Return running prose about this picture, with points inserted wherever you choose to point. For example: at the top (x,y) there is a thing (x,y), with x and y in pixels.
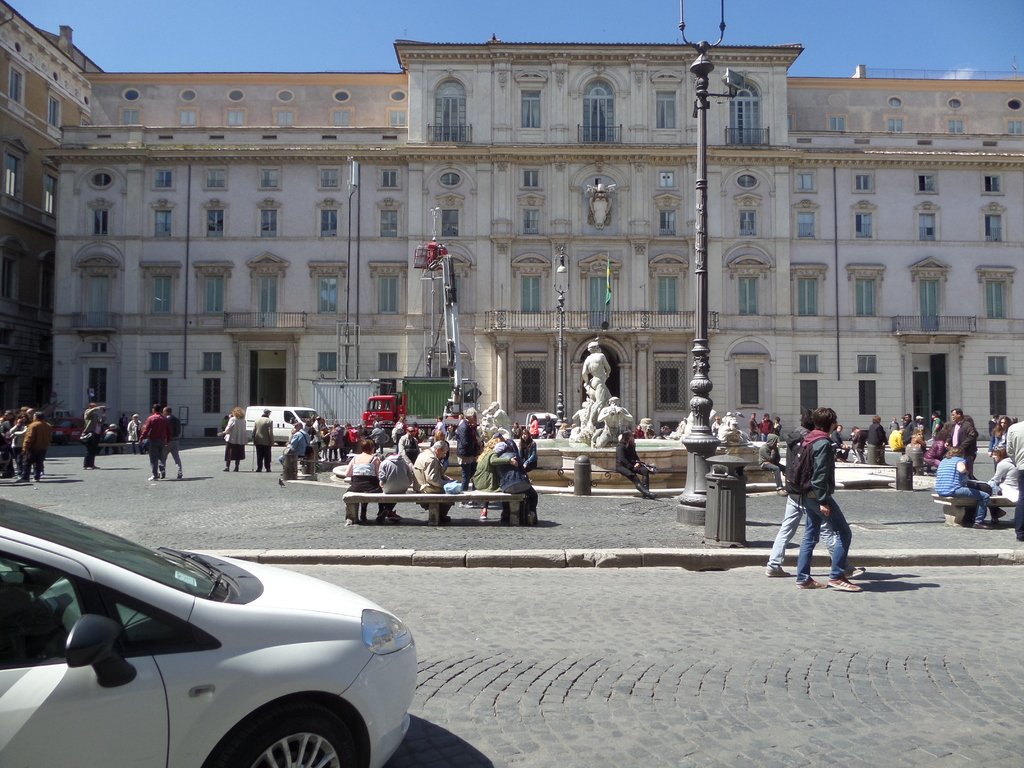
On the left side of the image (224,643) we can see a white car (235,635). In the center of the image (398,468) we can see a few people (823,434) are standing, few people (831,449) are walking and a few people (533,500) are holding some objects (804,476). In the background (815,8), we can see the sky (993,26), buildings (919,261), windows (997,287), poles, vehicles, sculptures (598,360) and a few other objects (734,511).
